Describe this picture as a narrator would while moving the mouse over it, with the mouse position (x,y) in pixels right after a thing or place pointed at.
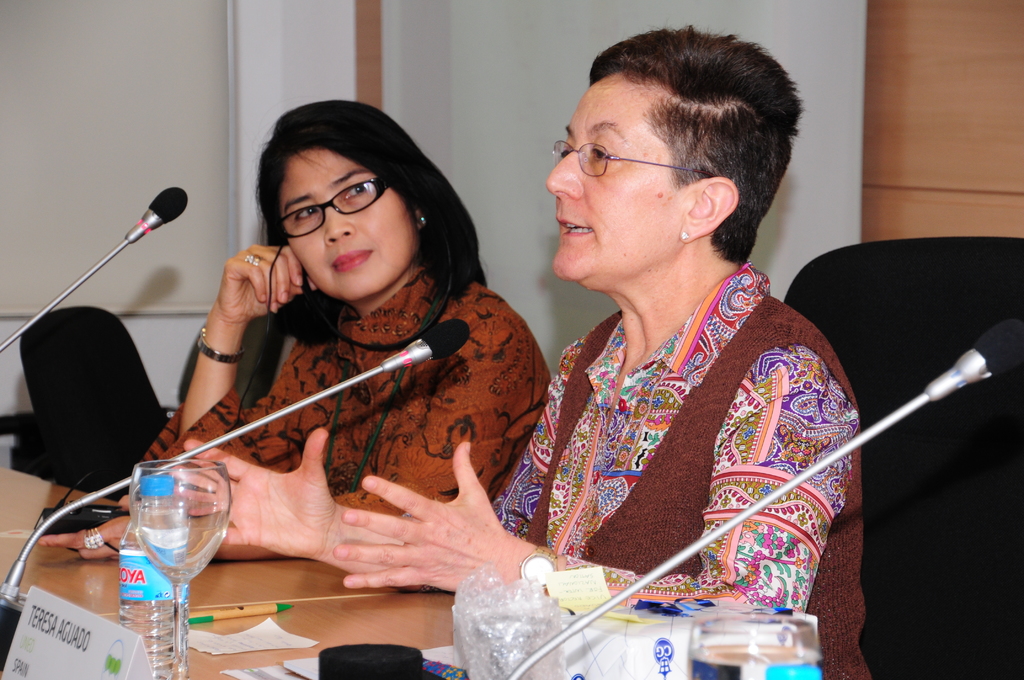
In this image we can see two persons (645,416) sitting on chairs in a room (535,226) and one among them is talking and there is a table (305,651) and on the table (219,658), we can see few mics (519,672) and some other objects (604,639).
